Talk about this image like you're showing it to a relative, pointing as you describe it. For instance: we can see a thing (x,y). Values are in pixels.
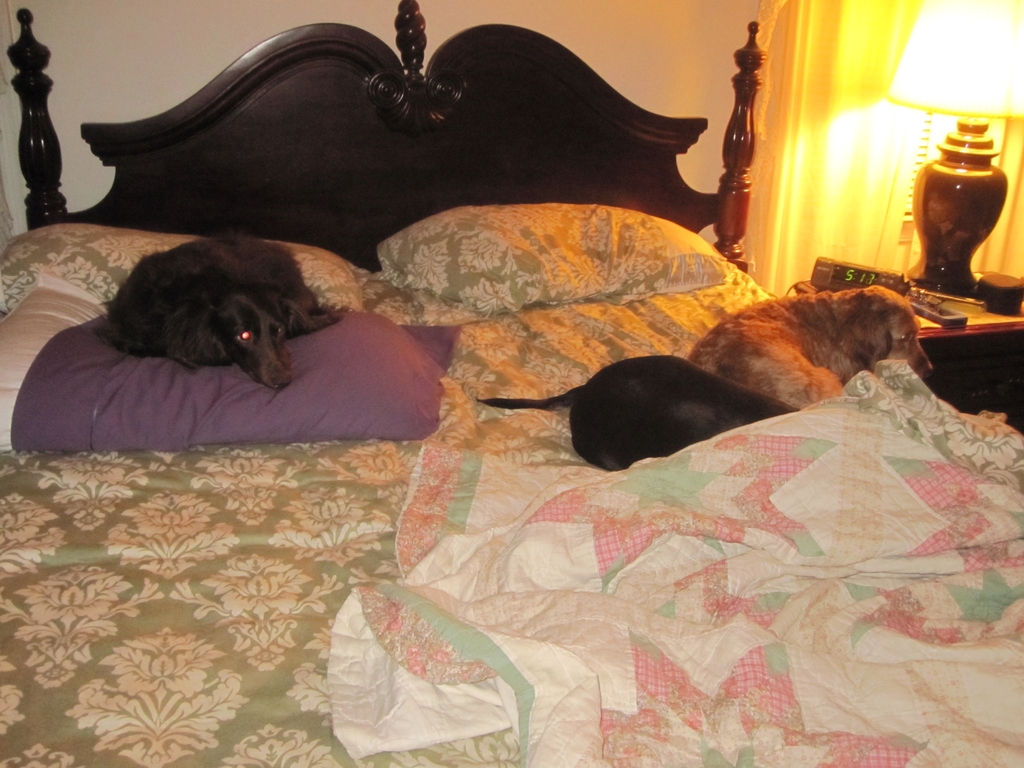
In this picture we can see dogs (257,272) sleeping on bed (429,547) with pillows (507,262), bed sheet (559,441) on it and aside to this bed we have clock (884,274), lamp (971,195), remote (931,315) on table (926,335), curtains (785,218).
